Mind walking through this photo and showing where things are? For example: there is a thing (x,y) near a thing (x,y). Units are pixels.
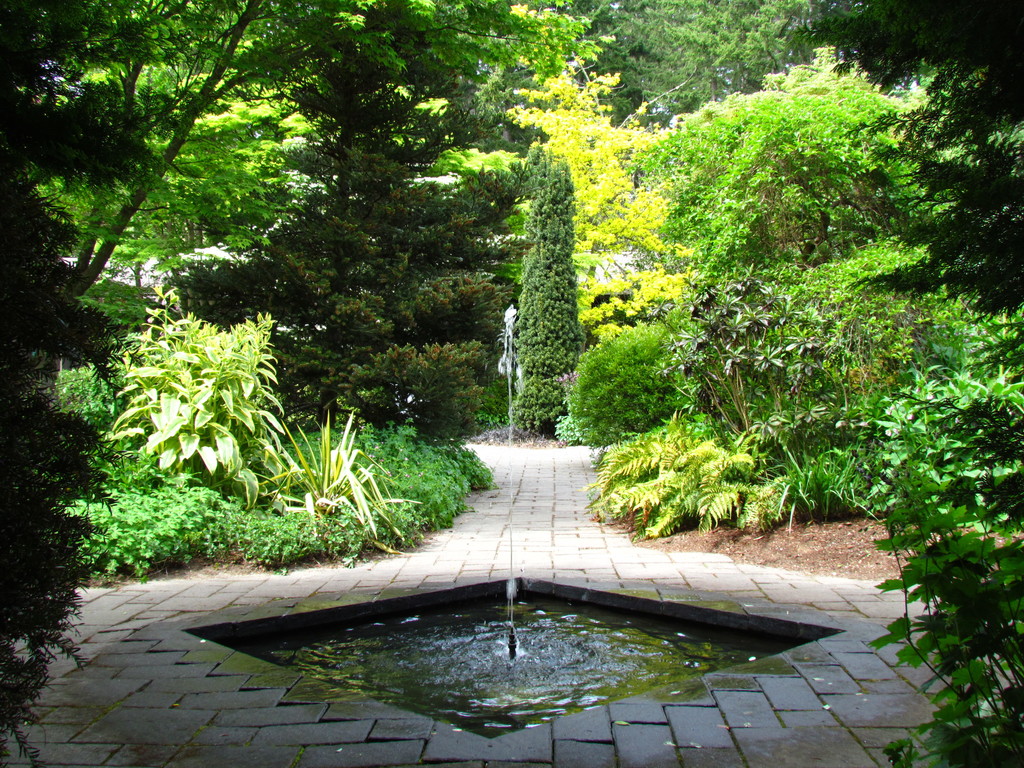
In this picture we can see the small water fountain (495,651) in the center of the image (504,323). Behind there are some trees (701,307).
